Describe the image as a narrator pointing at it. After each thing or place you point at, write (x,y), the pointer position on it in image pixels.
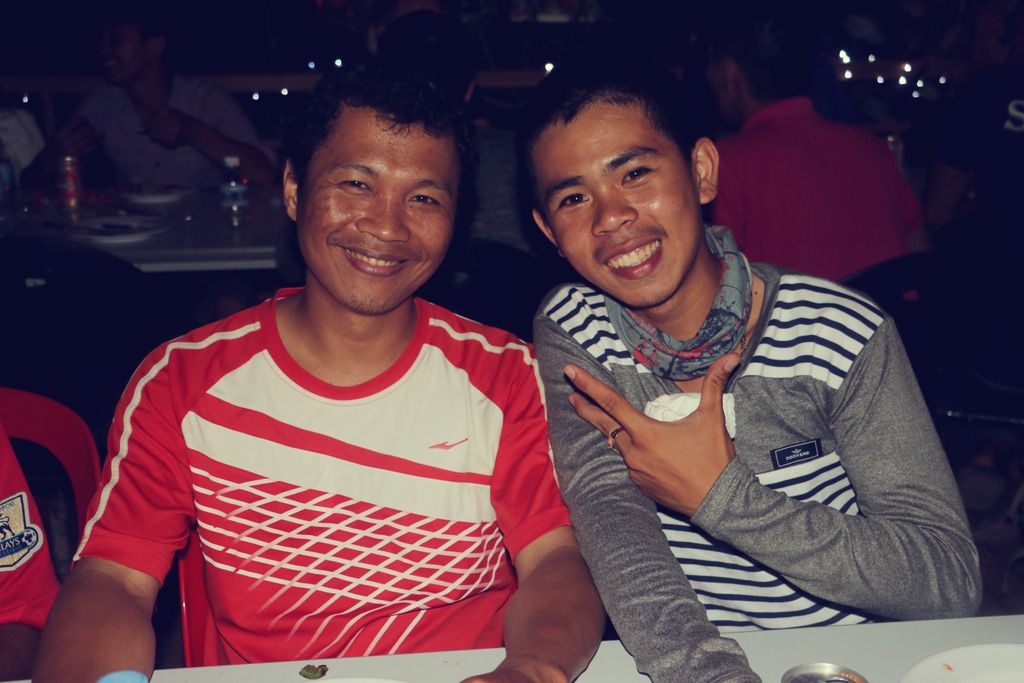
In this image people (454,430) are sitting on the chairs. At the center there is a table (206,226) and on top of it there is a bottle (239,180), plates (133,230) and one tin (67,201).
